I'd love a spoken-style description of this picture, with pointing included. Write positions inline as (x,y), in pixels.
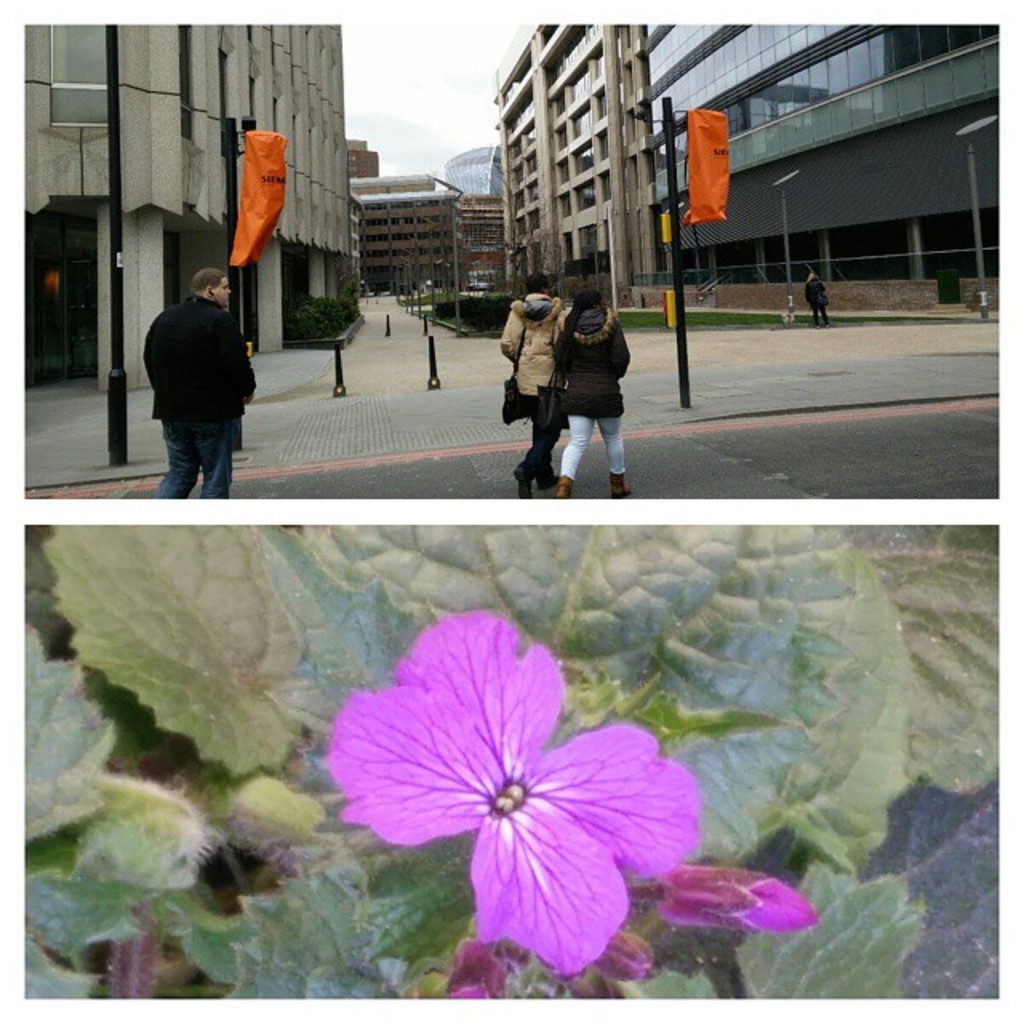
In this picture I can see collage of two pictures and I can see buildings (488,195) and few of them walking and I can see few poles (788,304) and a cloudy sky (383,85). In the second picture I can see plants (493,965) with purple color flowers (588,852).
